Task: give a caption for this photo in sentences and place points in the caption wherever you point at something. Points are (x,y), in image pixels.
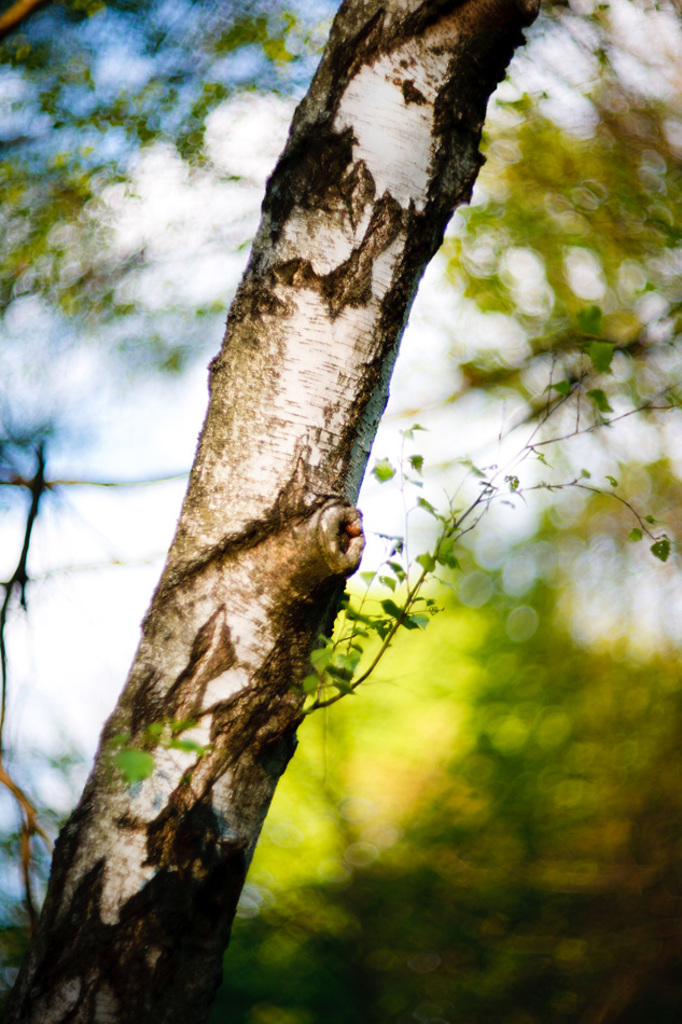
In the picture we can see a tree branch (164,857) with some plant (331,676) to it and behind it we can see some trees (396,756) which are not clearly visible.
